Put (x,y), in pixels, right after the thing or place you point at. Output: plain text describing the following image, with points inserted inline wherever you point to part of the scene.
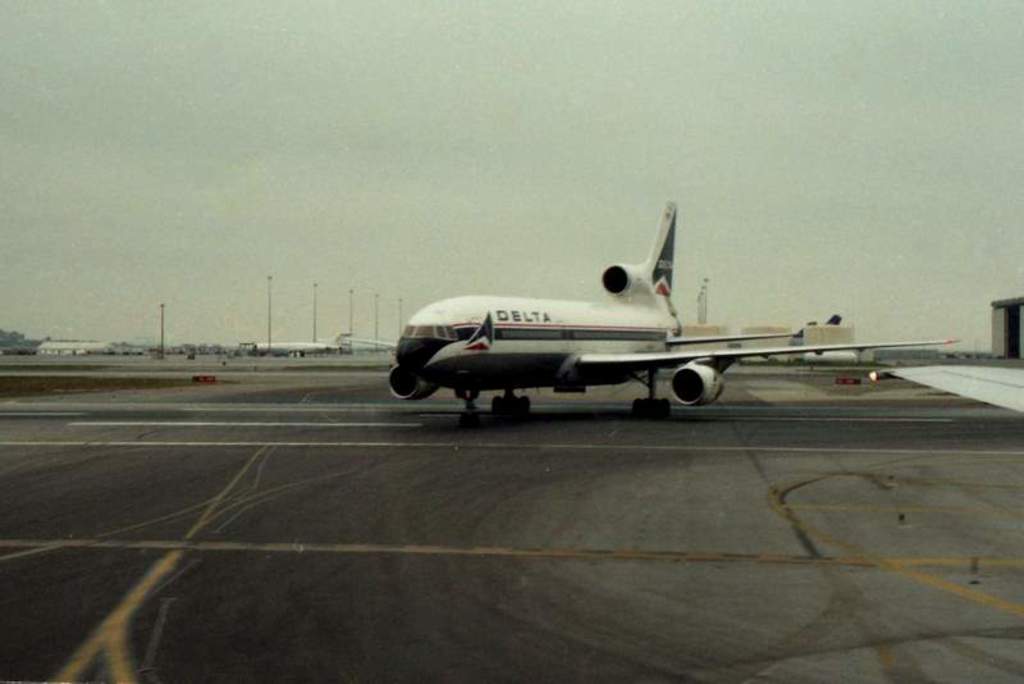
In the middle of the picture (654,345), we see an airplane (424,359) in white color is on the runway (518,425). We see "Delta" is written on the airplane (424,325). In the background (324,351), we see two airplanes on the runway (96,360). There are poles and trees (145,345) in the background (189,353). At the top of the picture (424,136), we see the sky (633,205).
